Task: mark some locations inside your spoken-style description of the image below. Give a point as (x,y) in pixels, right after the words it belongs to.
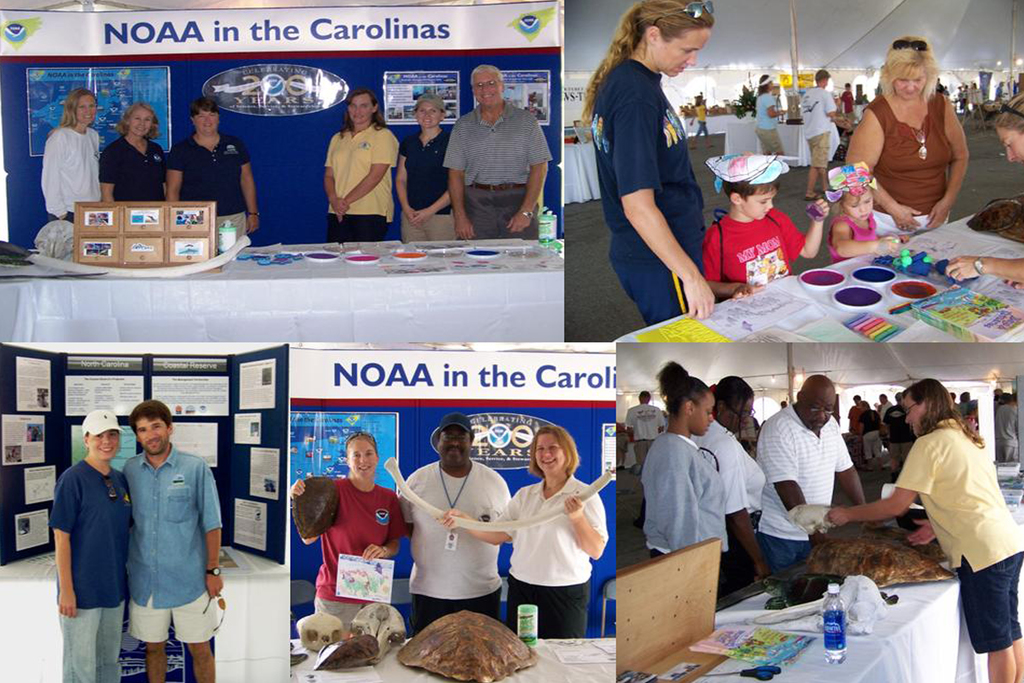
This is collage picture, in these pictures we can see people (445,223) and we can see objects (773,640) on tables (914,639) and banners (425,366).
